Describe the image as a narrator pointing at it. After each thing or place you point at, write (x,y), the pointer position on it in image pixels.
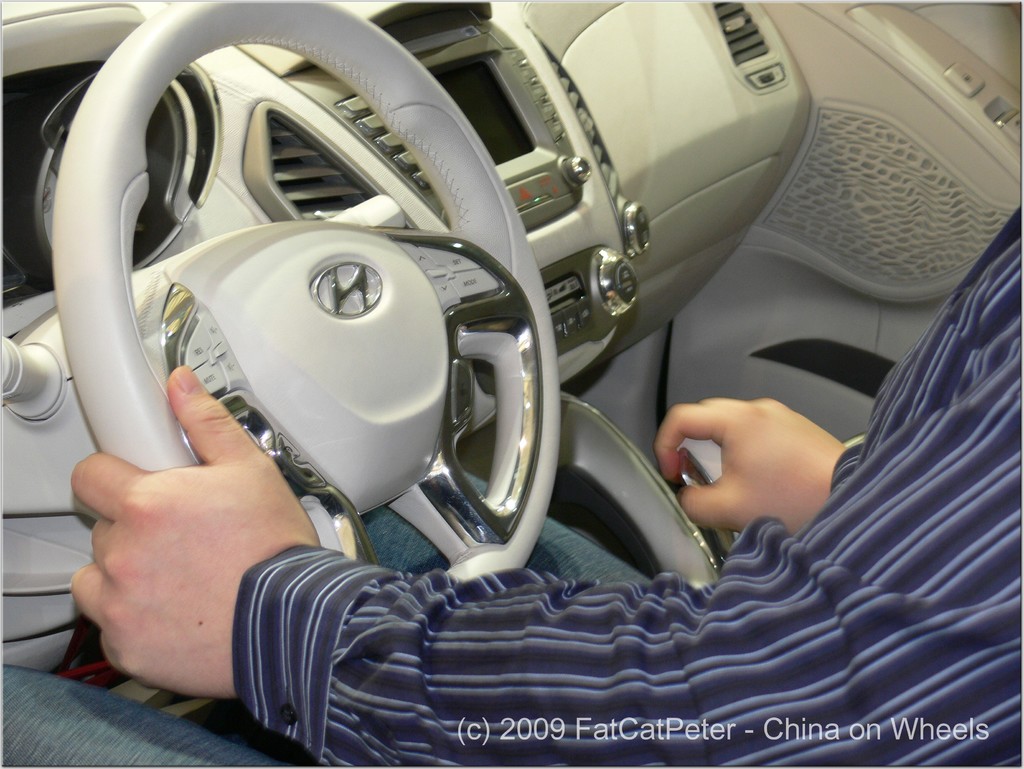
This picture is an inside view of a car (366,343). In this picture we can see a man (974,638) is sitting and holding a steering (515,503) and also we can see the buttons (602,262), screen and some other objects (868,139). In the bottom right corner (700,741) we can see the text (514,727).
